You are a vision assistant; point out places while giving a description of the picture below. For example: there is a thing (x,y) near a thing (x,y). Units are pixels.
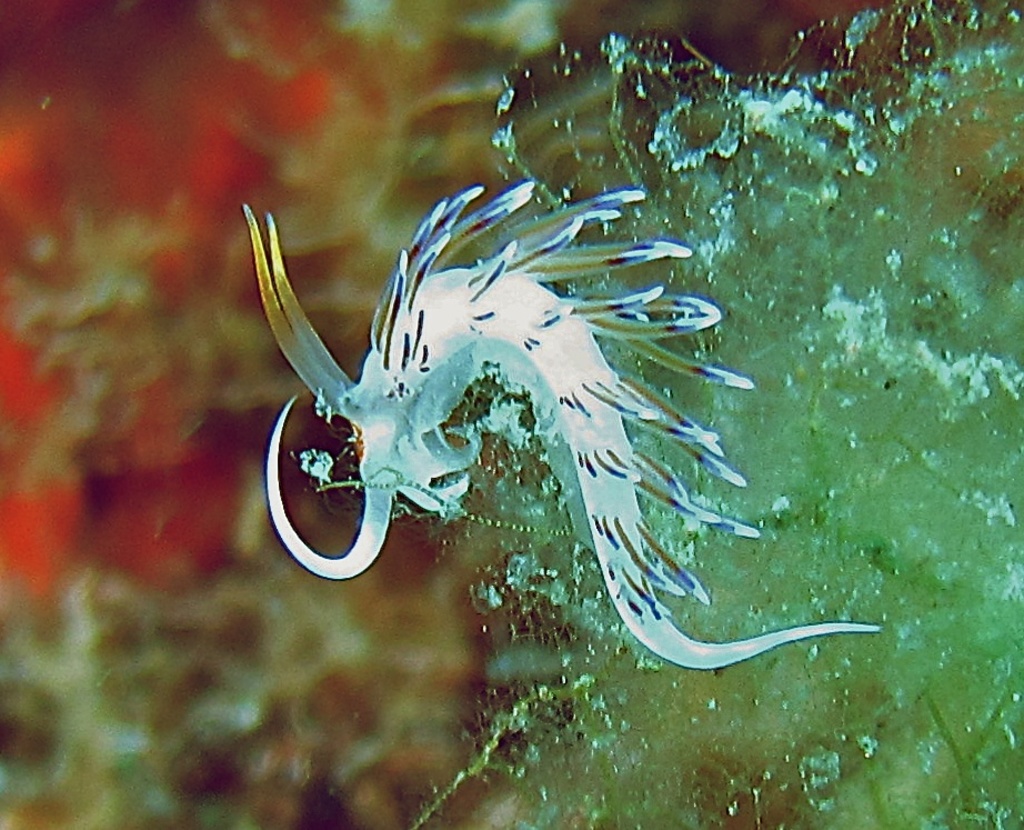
In this picture I can see water (879,347) and a white color thing (384,339).
